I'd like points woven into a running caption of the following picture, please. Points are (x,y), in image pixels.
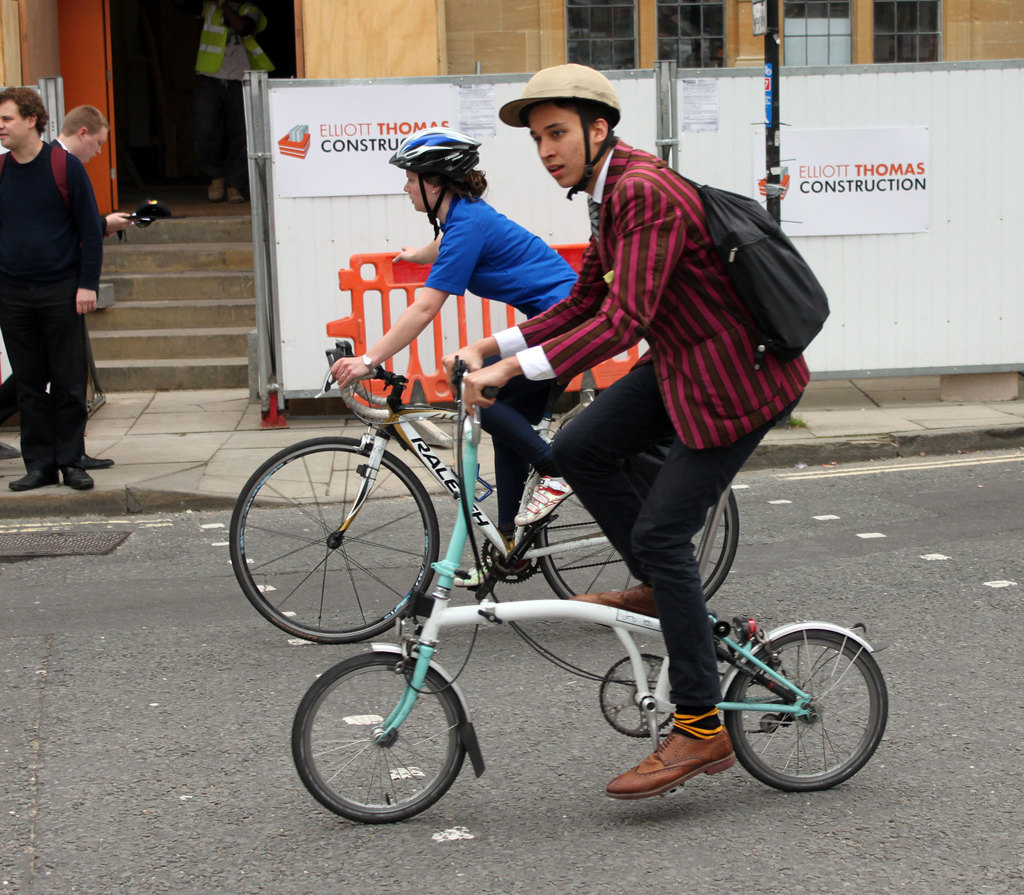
In this image we can see a two persons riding a bicycle (326,800) on the road (404,788). There is a person (97,270) standing on the top left side (24,142). In the background (87,139) we can see two persons (240,89) on the top left side (230,47).
